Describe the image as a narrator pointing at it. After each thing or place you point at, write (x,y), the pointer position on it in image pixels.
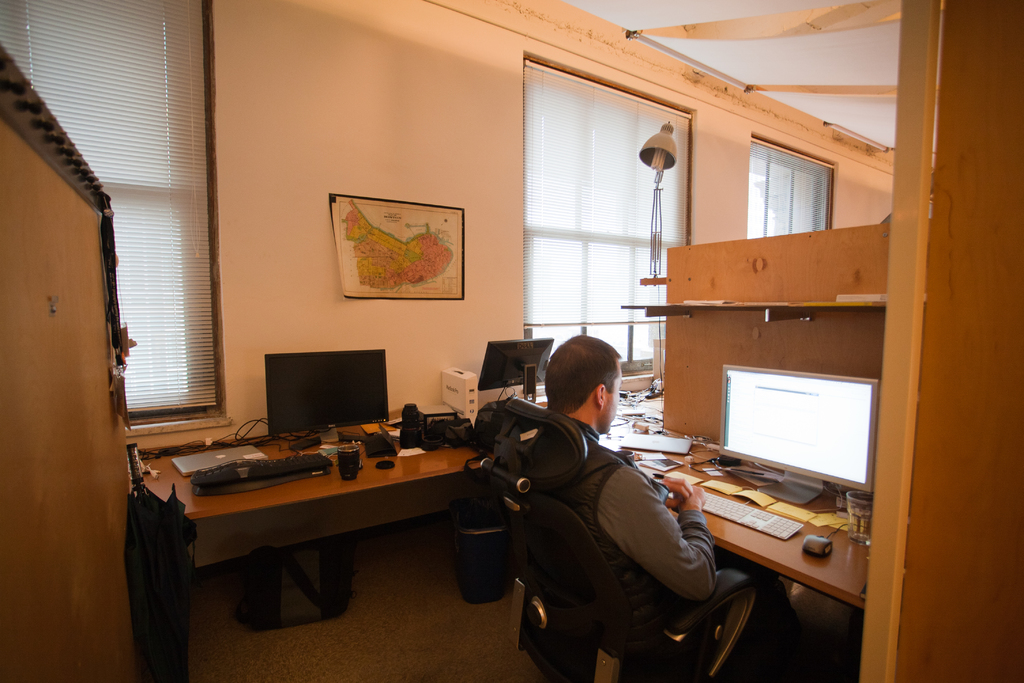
We can see a geographical map (422,270) on a wall (373,122). These are windows (798,166). Here we can see one man (668,524) sitting in front of a computer tables (859,555) and on the table (848,563) we can see computer (816,429), keyboard (780,535), mouse (824,540), papers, gadgets (381,463), and coffee mug (352,447). Under the table (336,473) we can see trash can (456,512) and bag (327,602). This is a floor (246,652). Here we can see an umbrella (152,581). This is a light (662,147).
